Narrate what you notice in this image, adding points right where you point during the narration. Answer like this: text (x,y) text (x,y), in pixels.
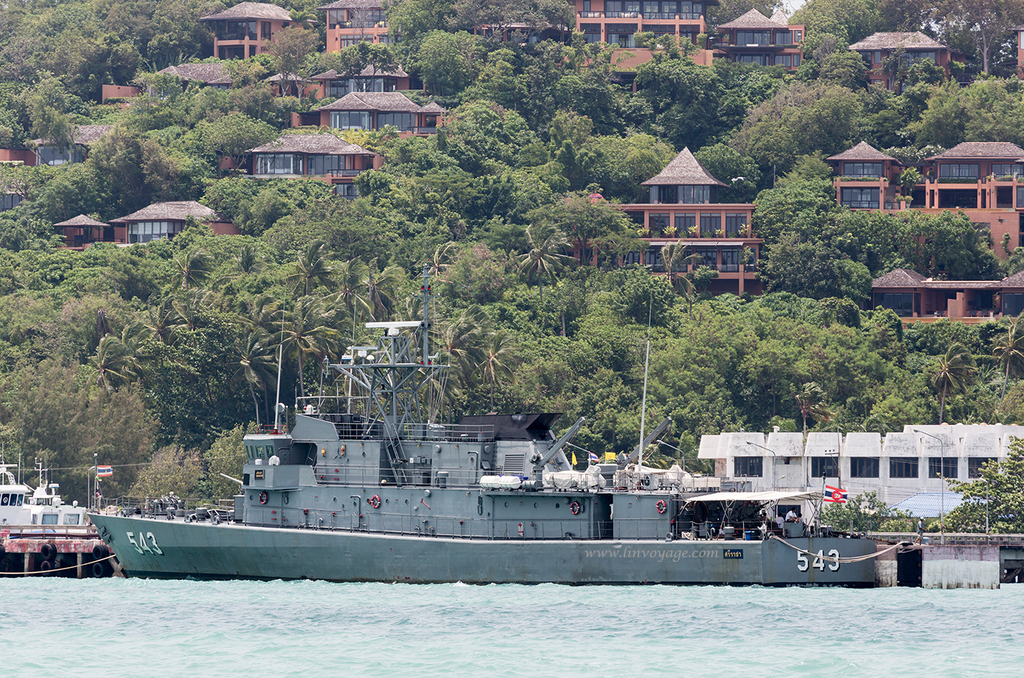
In the center of the image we can see ship (389,558) on the water (437,649). On the right side of the image (855,405) we can see building (888,480) and trees (882,523). On the left side (55,520) there is a ship (17,517). In the background (135,304) there are many trees (176,189) and buildings (361,121). At the bottom (476,632) there is a water (191,616).
